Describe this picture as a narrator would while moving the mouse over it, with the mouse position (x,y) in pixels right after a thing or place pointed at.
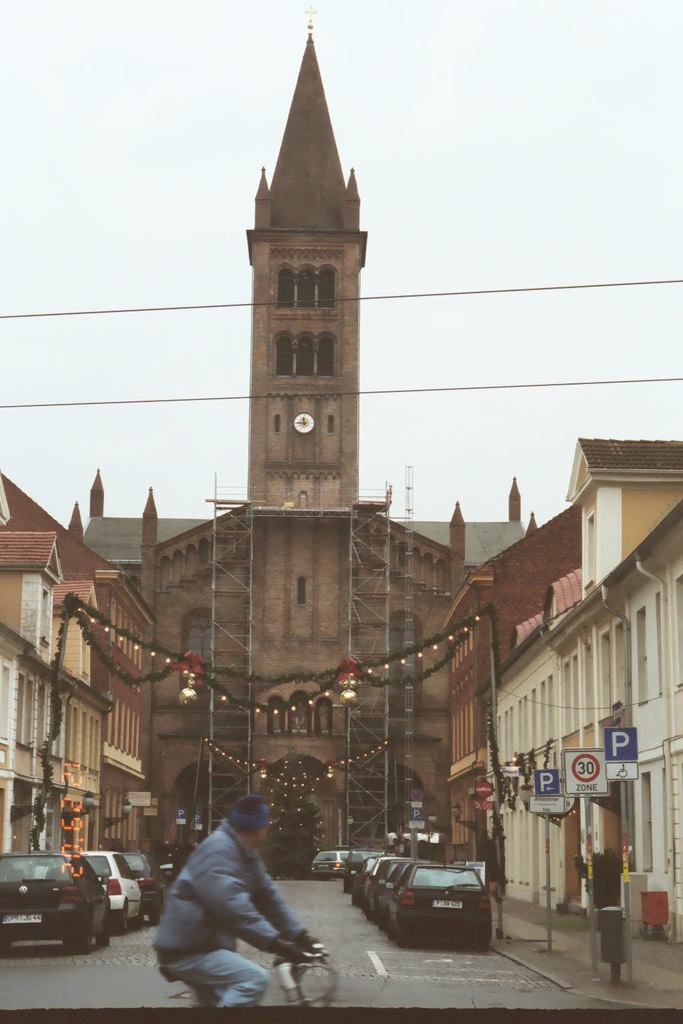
Here there is a man (215,840) riding bicycle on the road (342,997). There are vehicles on the road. In the background (326,406) we can see buildings (93,707), decorative lights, items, sign board poles (547,881), a clock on the wall (336,412), electric wires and sky (413,35).
